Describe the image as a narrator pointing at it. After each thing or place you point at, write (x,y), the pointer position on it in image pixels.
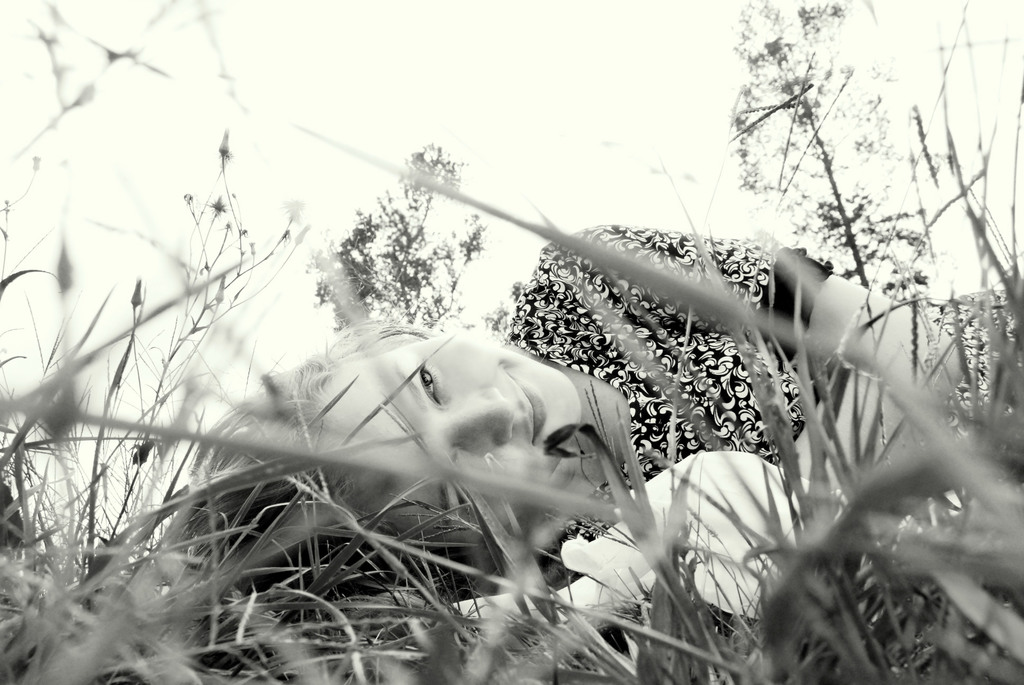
In this picture we can see a girl (604,362) laying, at the bottom (808,621) there is grass (547,622), we can see trees (773,85) in the background (796,84), it is a black and white picture.
